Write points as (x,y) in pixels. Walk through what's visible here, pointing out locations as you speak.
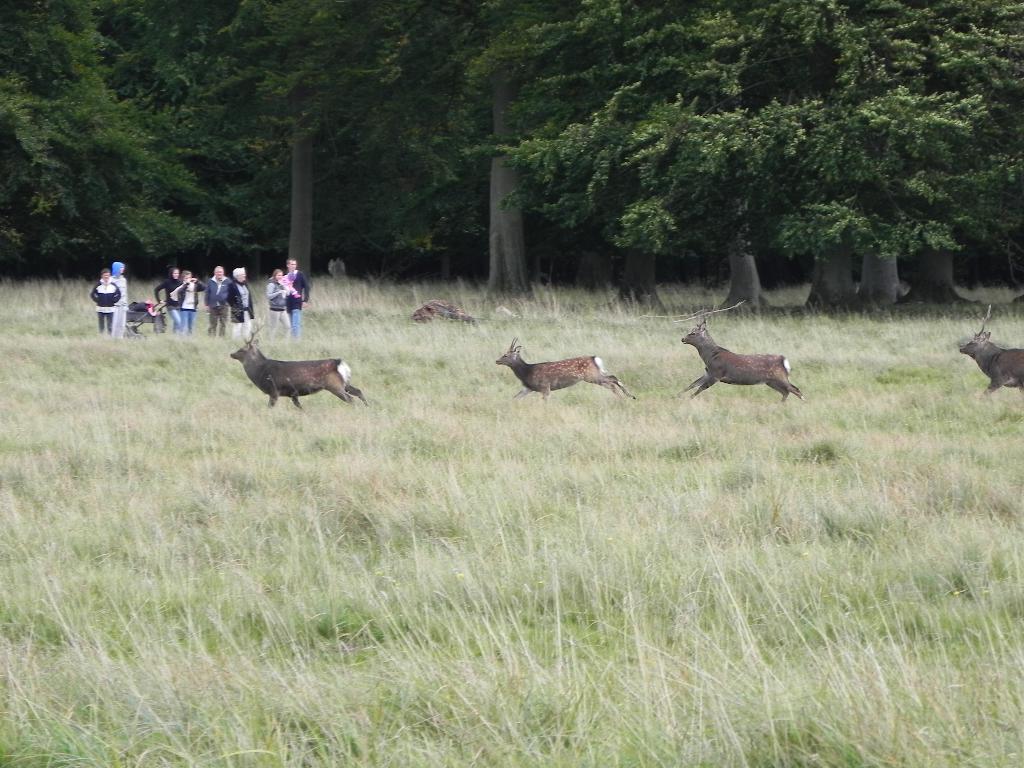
In the image there are few animals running in between the grass (341,413) and behind the animals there are a group of people (201,285) and in the background (198,123) there are huge trees (557,141).
